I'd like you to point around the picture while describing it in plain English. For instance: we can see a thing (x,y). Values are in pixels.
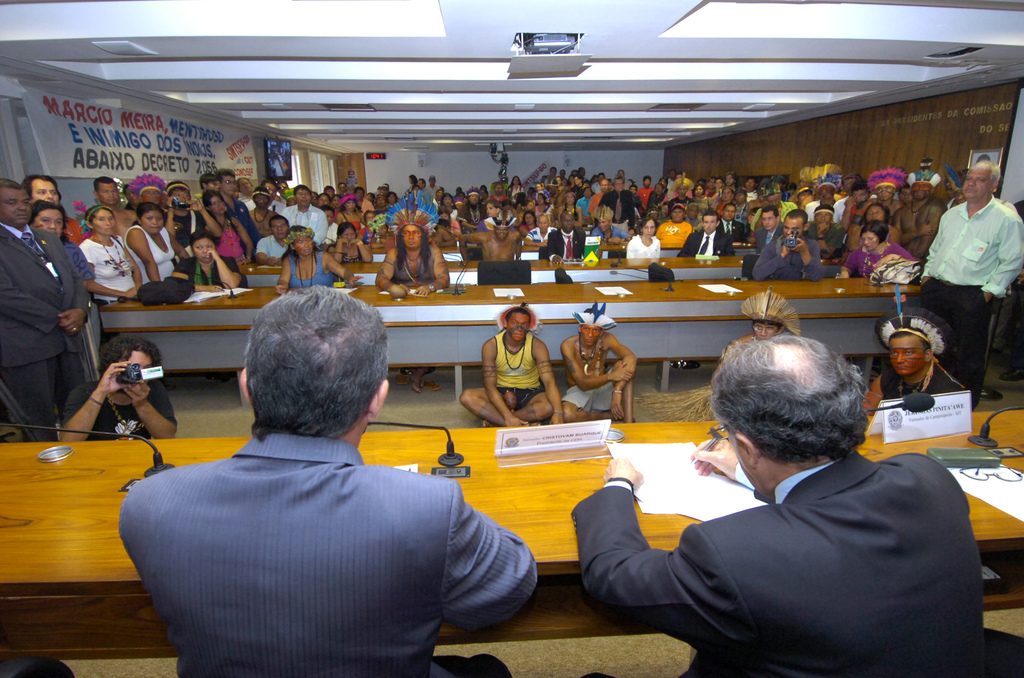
In this image I see a room (1015,15) and there are lot of people (970,193) in it and I can also see that most of them are standing and few of them are sitting. There are many tables (75,480) over there and I can also see papers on the table (548,280). In the background (385,160) I can see the wall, a projector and the banners (71,115).
